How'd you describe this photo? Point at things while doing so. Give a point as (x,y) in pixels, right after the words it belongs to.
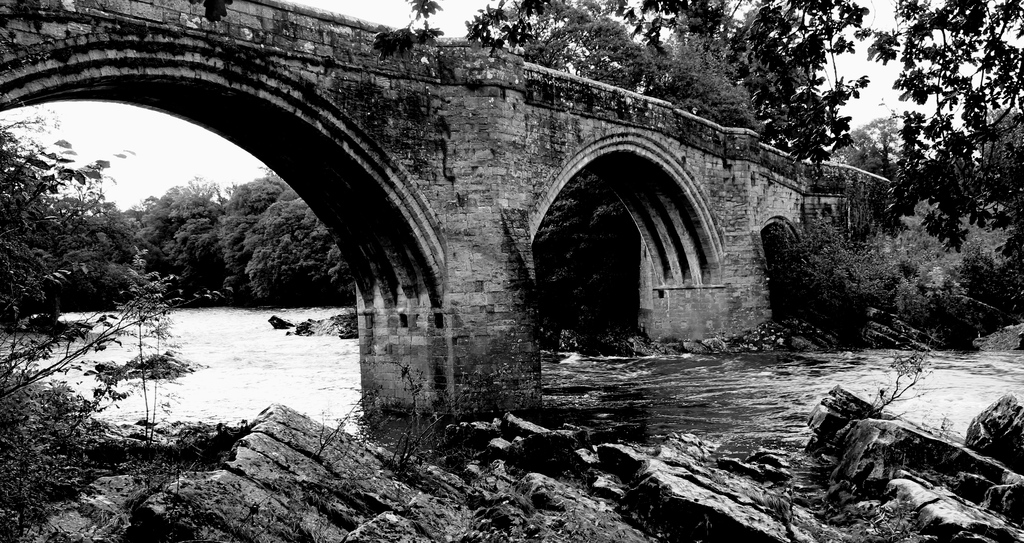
In this image I can see the black and white picture in which I can see the rocky surface (343,495), few trees (253,285), the water (556,382) and the bridge (475,136). In the background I can see the sky (735,18).
